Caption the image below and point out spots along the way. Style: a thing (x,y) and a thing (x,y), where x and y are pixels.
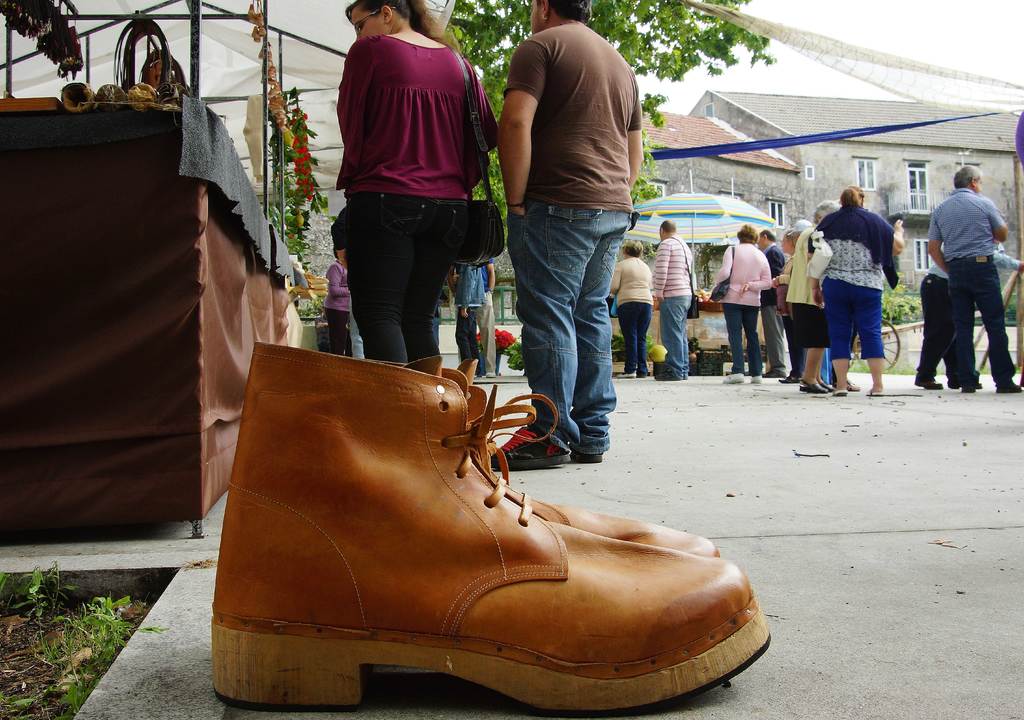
This picture shows few people (777,250) standing and we see buildings (798,185) and a tree (655,36) and we see pair of shoes (264,586) and few umbrellas (687,233) and a Store (262,30) and we see a woman (394,183) wore a hand bag (477,246) and a cloudy sky (855,35).
